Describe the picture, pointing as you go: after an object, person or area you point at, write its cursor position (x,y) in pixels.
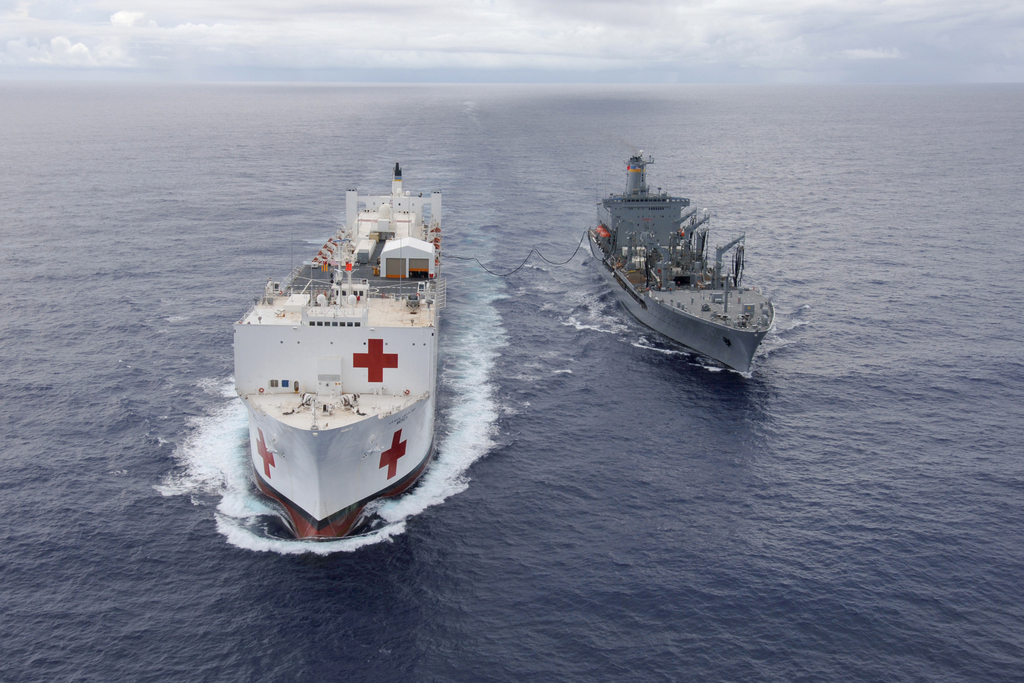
This picture is clicked outside the city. In the center (433,262) we can see the two ships (428,319) running on the water body (546,424). In the background (739,23) there is a sky (375,63).
